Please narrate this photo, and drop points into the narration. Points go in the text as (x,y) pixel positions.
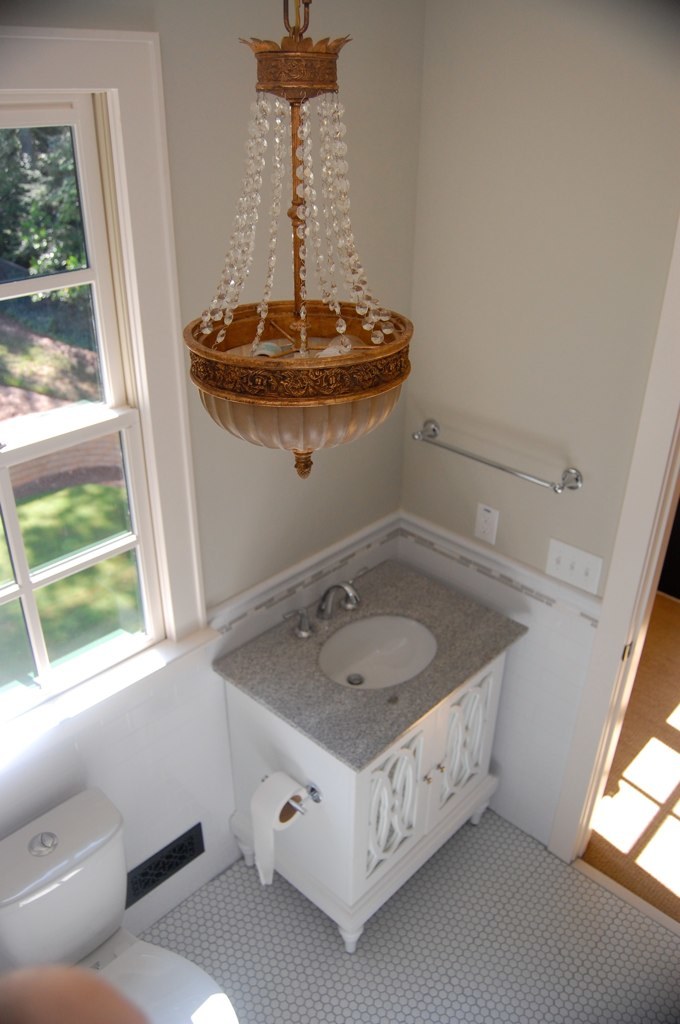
This image is a top view picture of a room (471,260). In the center of the image (412,662) there is a sink (350,676). In the background of the image (306,497) there is a wall (396,214). There is a window (24,576) through which we can see trees (28,222). At the bottom of the image (104,843) there is a toilet seat (204,1016). There is floor (548,920). To the right side of the image (671,334) there is a door (671,334).
